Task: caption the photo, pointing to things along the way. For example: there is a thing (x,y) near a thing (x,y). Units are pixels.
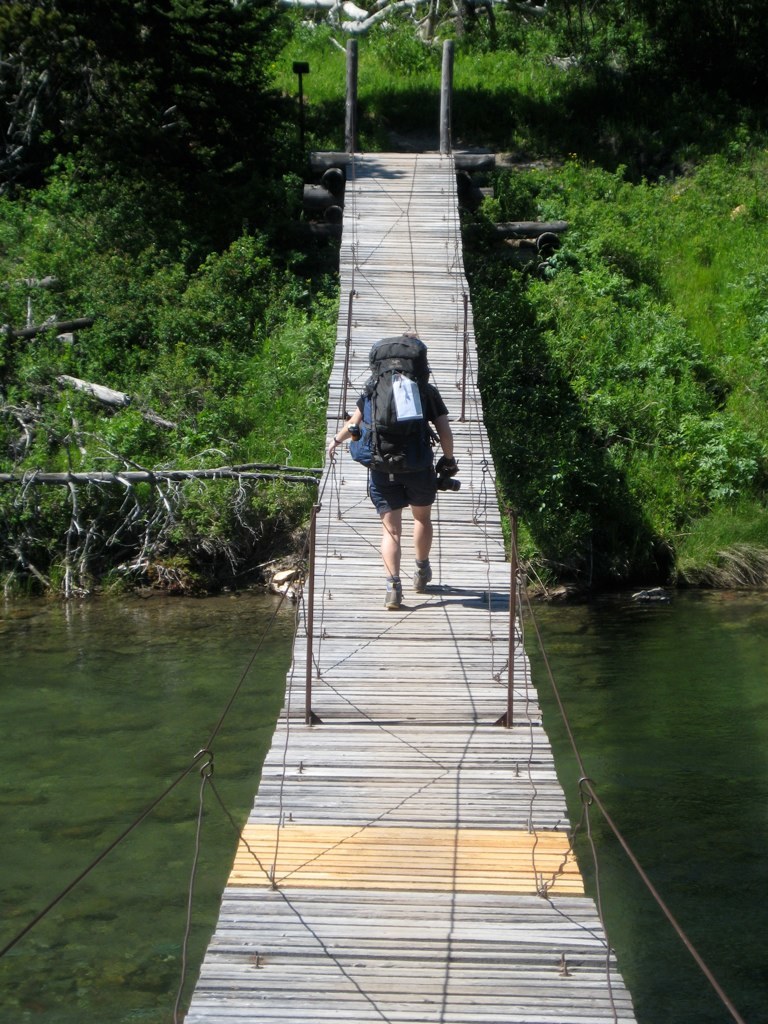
In the foreground of this image (271,664), there is a rope bridge (324,743) over the water (665,742) and a man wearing backpack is walking on it. In the background (667,242), there are plants (70,273) and the trees (87,122).
